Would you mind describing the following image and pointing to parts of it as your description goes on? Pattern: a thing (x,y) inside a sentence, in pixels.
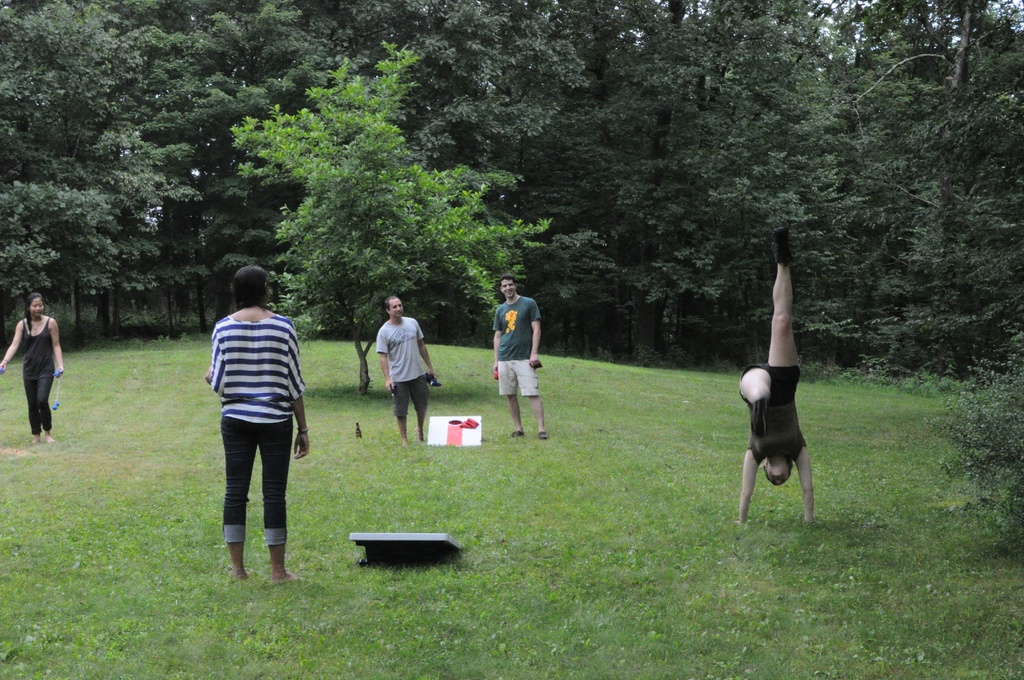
In this image, there is grass (715,589) on the ground (569,572) which is in green color, there are some people (419,430) standing and at the background (664,140) there are some green color trees (478,182).
